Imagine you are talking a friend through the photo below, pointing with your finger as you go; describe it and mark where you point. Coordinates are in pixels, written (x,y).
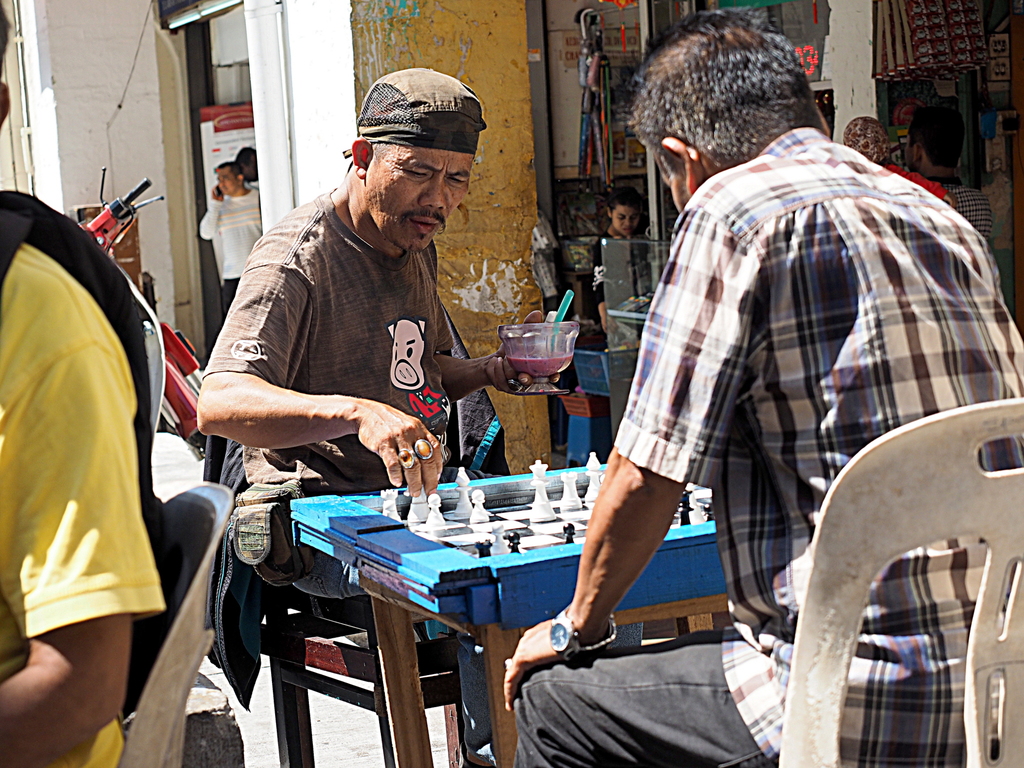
This picture is clicked outside. It is very sunny. On the right (853,304) there is a person (873,684) sitting on the chair (875,521) and playing Chess. In the center (386,351) there is a Chess board (442,579) placed on the top of the table (414,723) and there is a Man (394,215) with a mustache (423,216) sitting on the chair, playing chess and holding a bowl (508,351) in his hand (489,355). On the left corner (45,471) there is a Man (71,325) wearing backpack (96,273) and sitting on the chair (136,737) behind him there is one motorcycle (113,228) being parked. On the top right (769,2) there is a shop (747,1) in which the Umbrellas (581,47) are hanging and there is a person (602,276) standing in the shop (641,186). On the top left (215,211) there is a person (222,179) standing and seems to be talking on mobile (221,195). In the background (443,25) there is a wall (338,36).
